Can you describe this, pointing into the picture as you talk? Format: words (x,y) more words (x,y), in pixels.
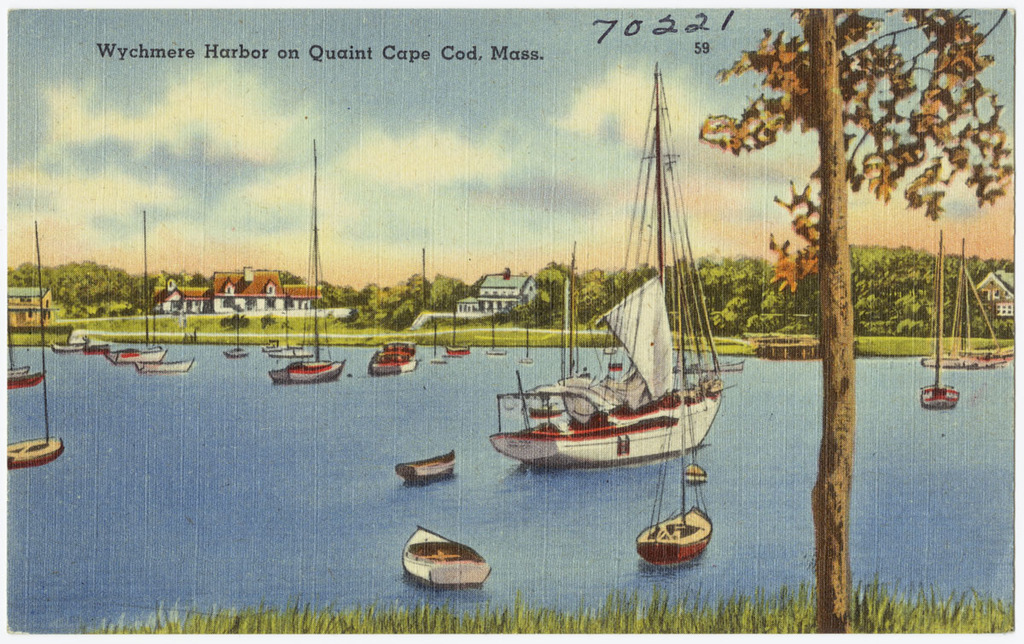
This looks like a poster (648,278). These are the boats (453,554) on the water (629,524). I can see the houses (217,307) and the trees (801,281). This is the sky (347,154). At the bottom of the image (707,629), I can see the grass (495,626). These are the letters (162,51) on the poster (443,42).
